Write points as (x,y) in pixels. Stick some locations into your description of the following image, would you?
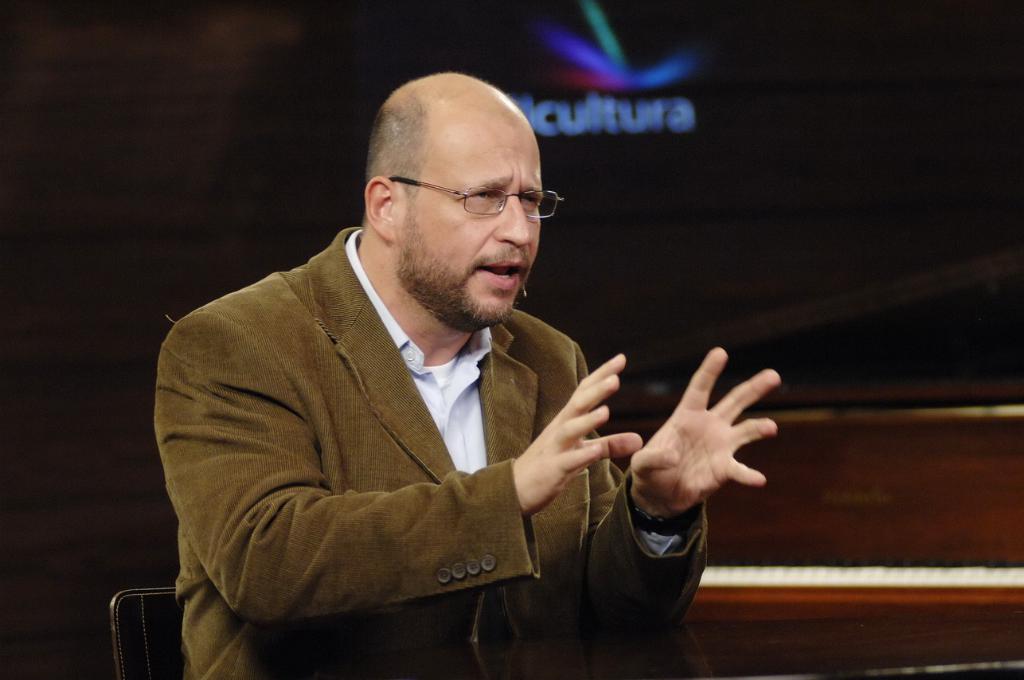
In this image we can see a man (312,531) is sitting on a chair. In the background (107,643) the image is dark but we can see objects (869,490).
